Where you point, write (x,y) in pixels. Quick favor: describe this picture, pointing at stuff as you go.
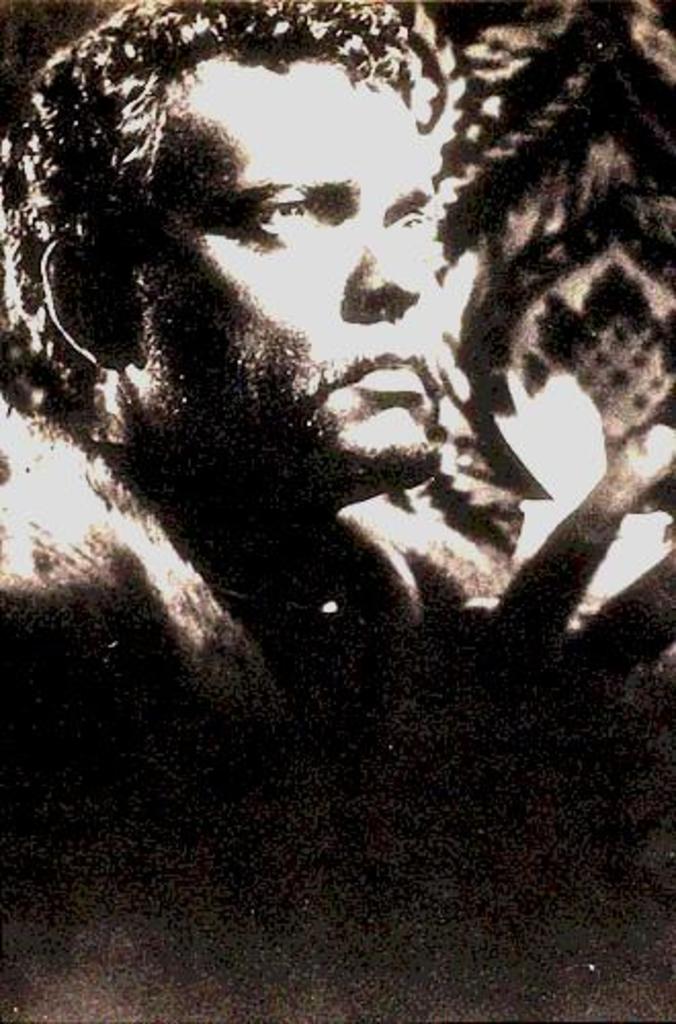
This is a black and white image. In this image we can see a man (298,798).
